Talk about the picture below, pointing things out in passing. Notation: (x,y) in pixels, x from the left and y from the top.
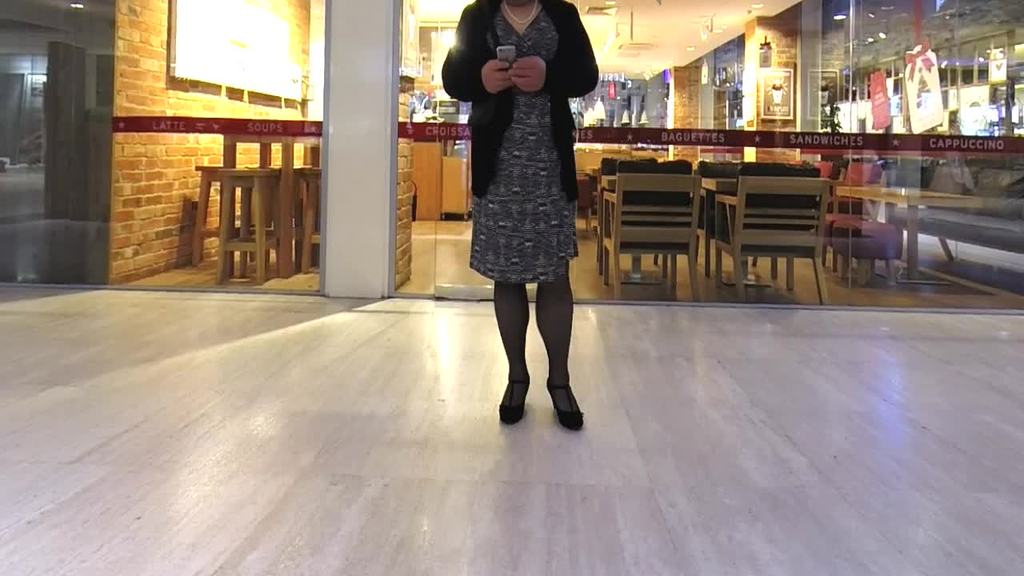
in this image i can see a woman (522,195) standing, holding a mobile (506,56) in her hand (483,78). behind her there is a store (761,128) which has chairs (661,178) and tables (702,185) in that. a tag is applied to that which has written sandwiches, cappuccino.
